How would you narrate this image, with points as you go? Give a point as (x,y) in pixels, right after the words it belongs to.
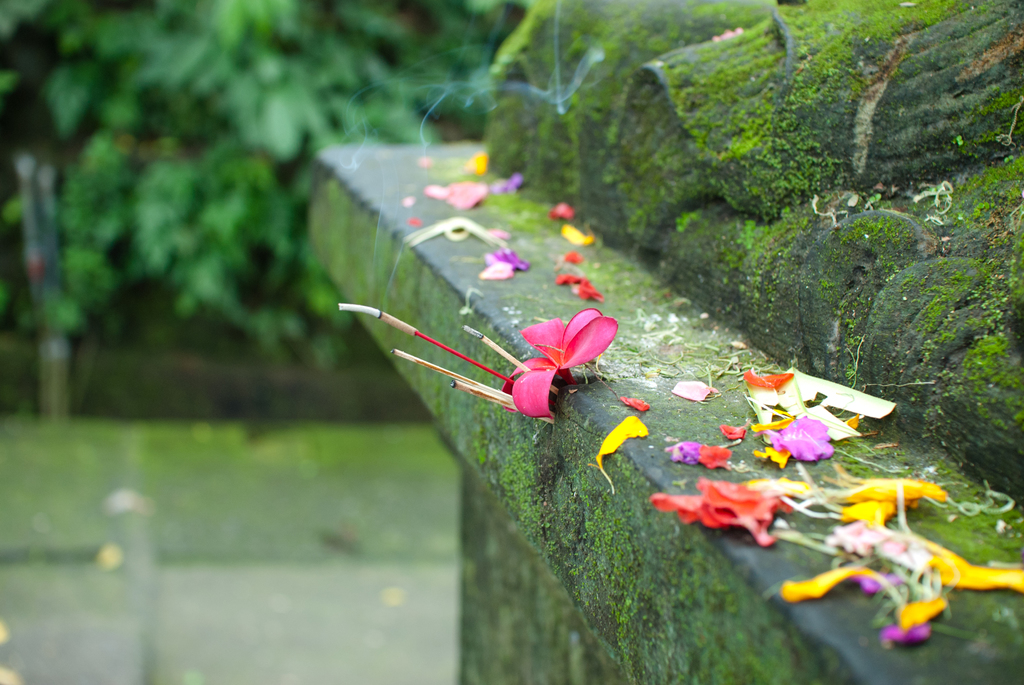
In this image I can see few flowers (880,589) in pink, yellow and purple color. Backgrounds I can see few trees (235,166) in green color and the flowers (717,500) are on the wall (662,539).
